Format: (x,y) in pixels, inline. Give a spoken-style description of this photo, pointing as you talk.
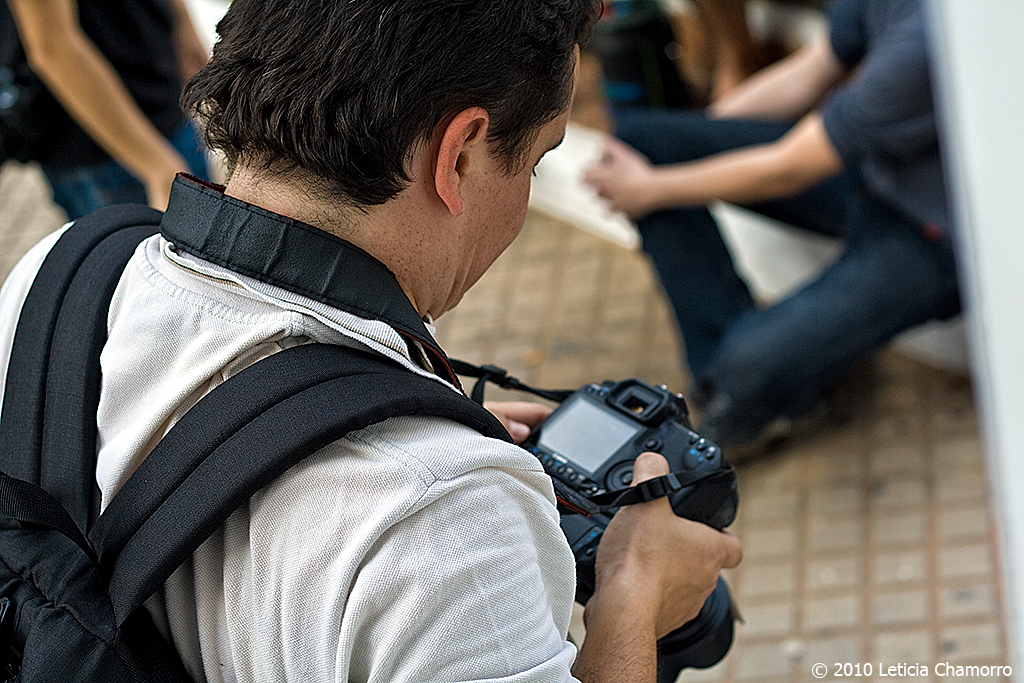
In this image we can see there is a person (447,556) standing and holding a camera (567,460). In the background (710,204) there are some other people (652,164) standing and sitting on the floor (858,457).
